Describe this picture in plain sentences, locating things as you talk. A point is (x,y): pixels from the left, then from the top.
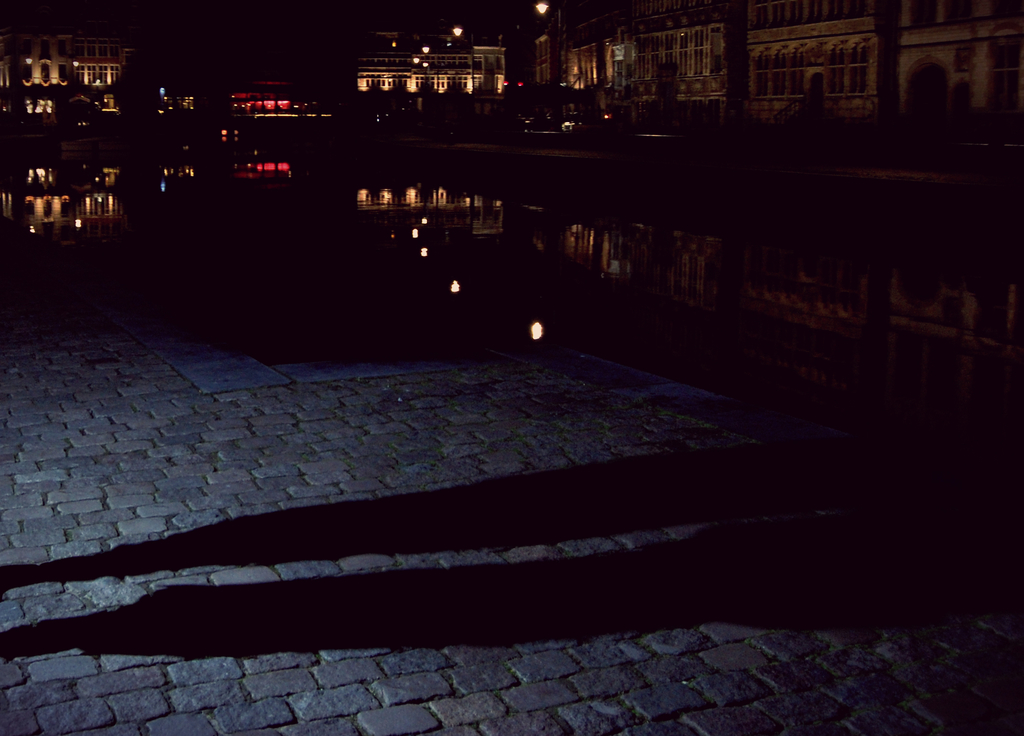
In this image we can see buildings (617,32), light poles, trees (559,98), also we can see the shadows (716,478), and the background (500,8) is dark.
